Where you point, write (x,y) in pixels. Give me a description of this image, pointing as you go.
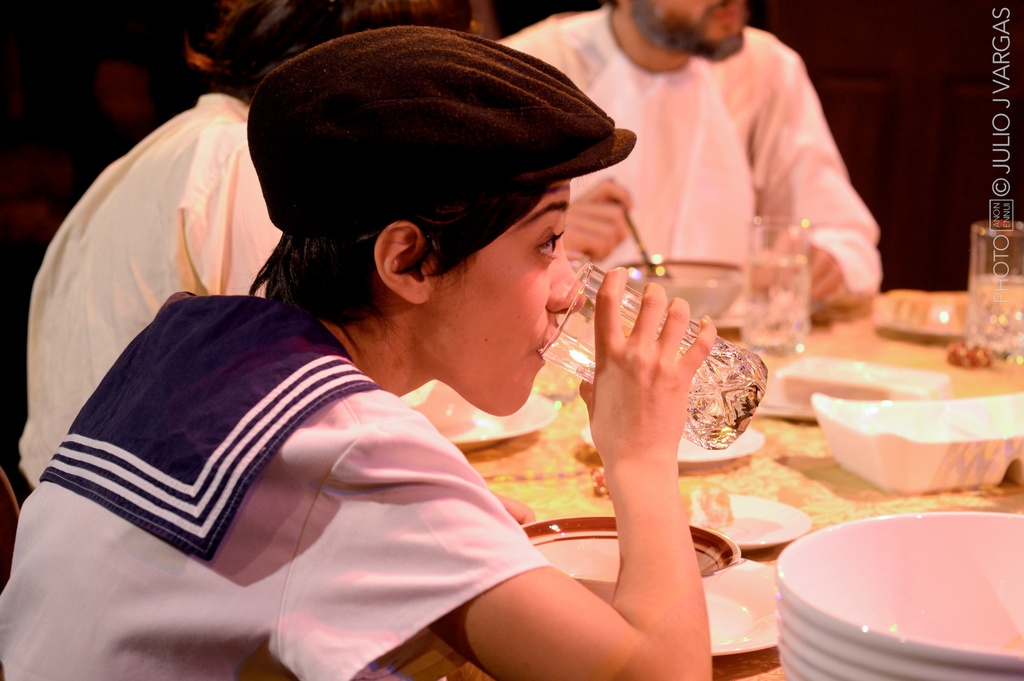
There are three persons (318,439). There is a table (803,430). There is a plate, glass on a table (790,428). In the center (663,425) we have a person (626,433). He is holding a glass (729,402). He is drinking a water (704,408).
